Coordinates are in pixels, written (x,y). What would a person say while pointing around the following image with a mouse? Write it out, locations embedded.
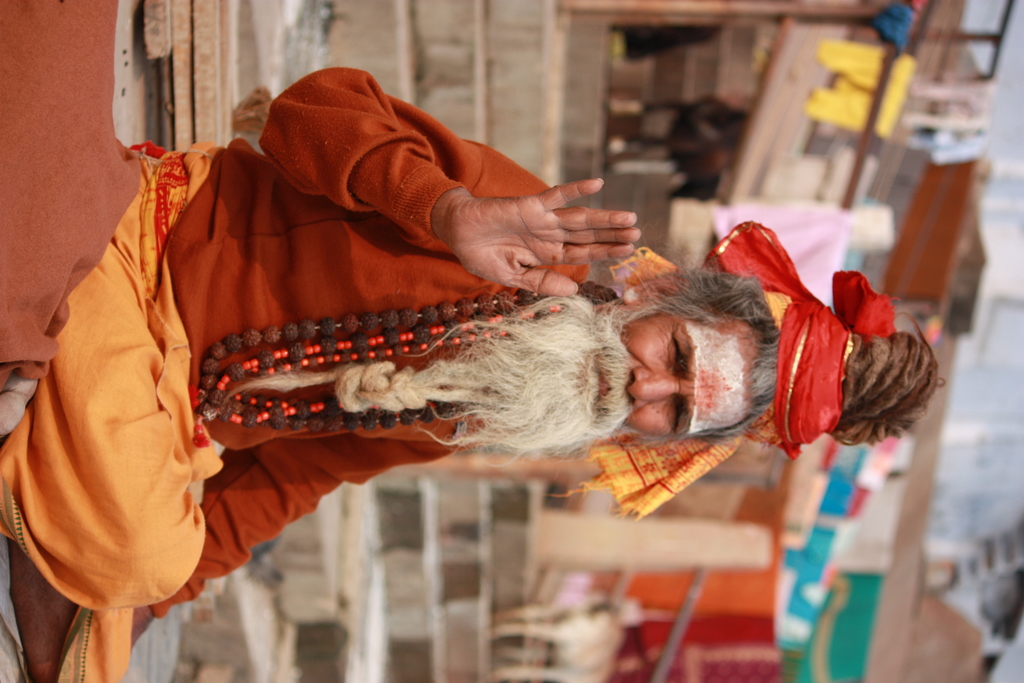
Here in this picture we can see an old Hindu saint (432,278) sitting on the steps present over there and we can see he is wearing some chains (419,324) on him and behind him we can see steps (493,586) present and we can see some shops (677,536) present here and there.
